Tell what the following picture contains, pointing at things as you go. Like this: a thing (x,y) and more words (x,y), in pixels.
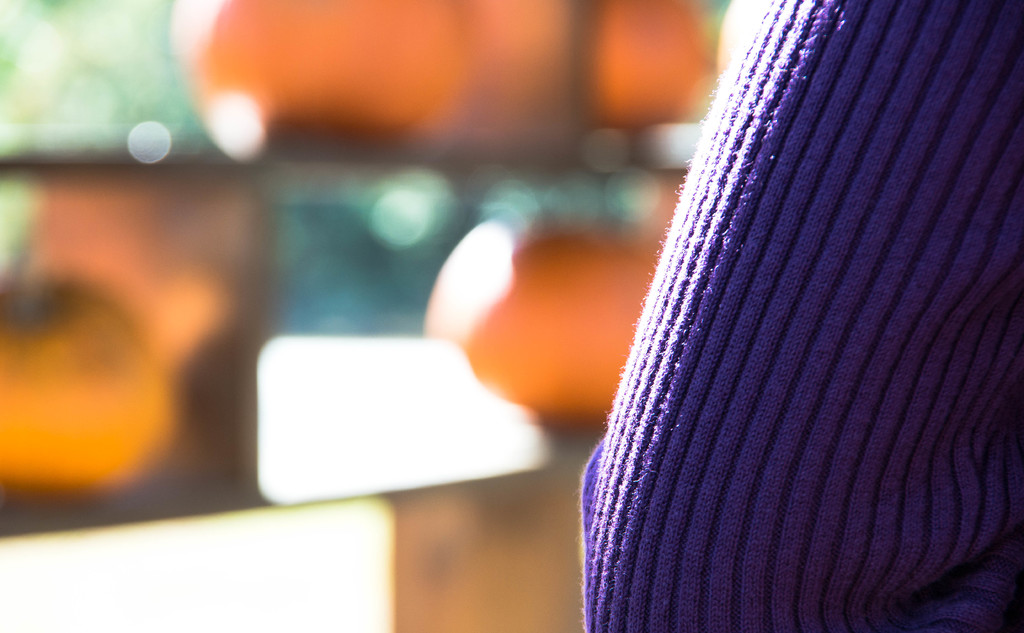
In this picture we can see a cloth (827,515) on the right side (843,519), we can see a blurry background (502,281).
